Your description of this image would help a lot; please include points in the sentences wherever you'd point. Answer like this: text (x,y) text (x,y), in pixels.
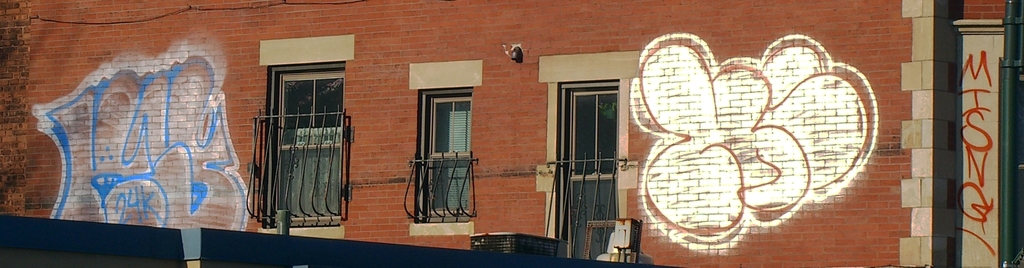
In this picture there is a building (611,169) in the center of the image (546,159) and there are windows (288,164) on it.
